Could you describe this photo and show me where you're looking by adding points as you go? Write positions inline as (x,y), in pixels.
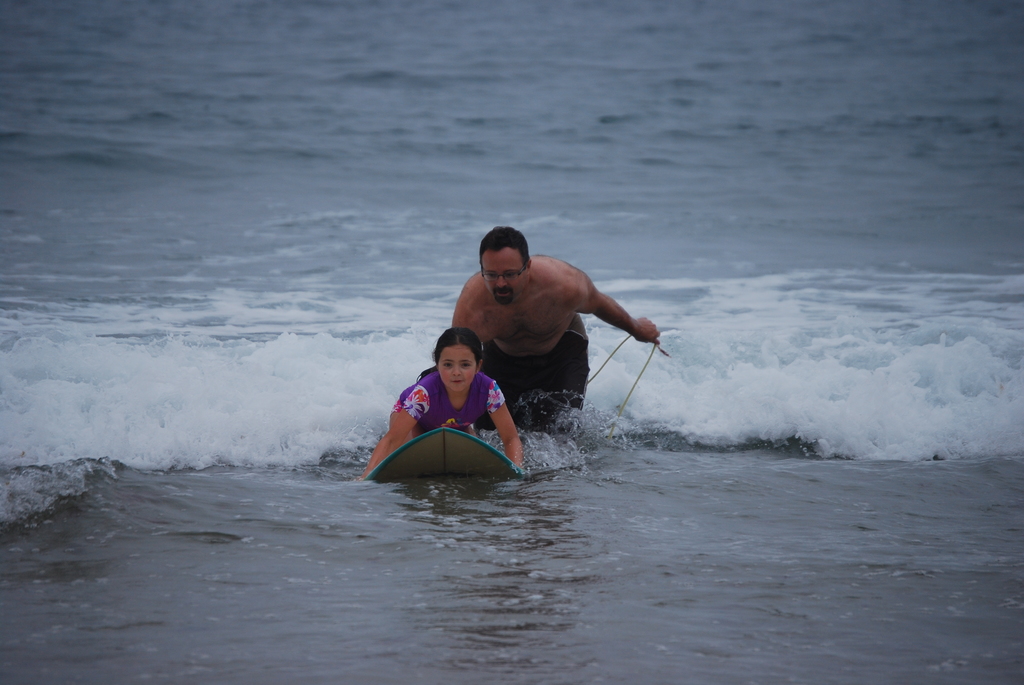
In this picture I can see a girl (464,397) on the surf board (484,466) and surfing in the water (392,489) and I can see a man (582,350) in the back (532,285).
